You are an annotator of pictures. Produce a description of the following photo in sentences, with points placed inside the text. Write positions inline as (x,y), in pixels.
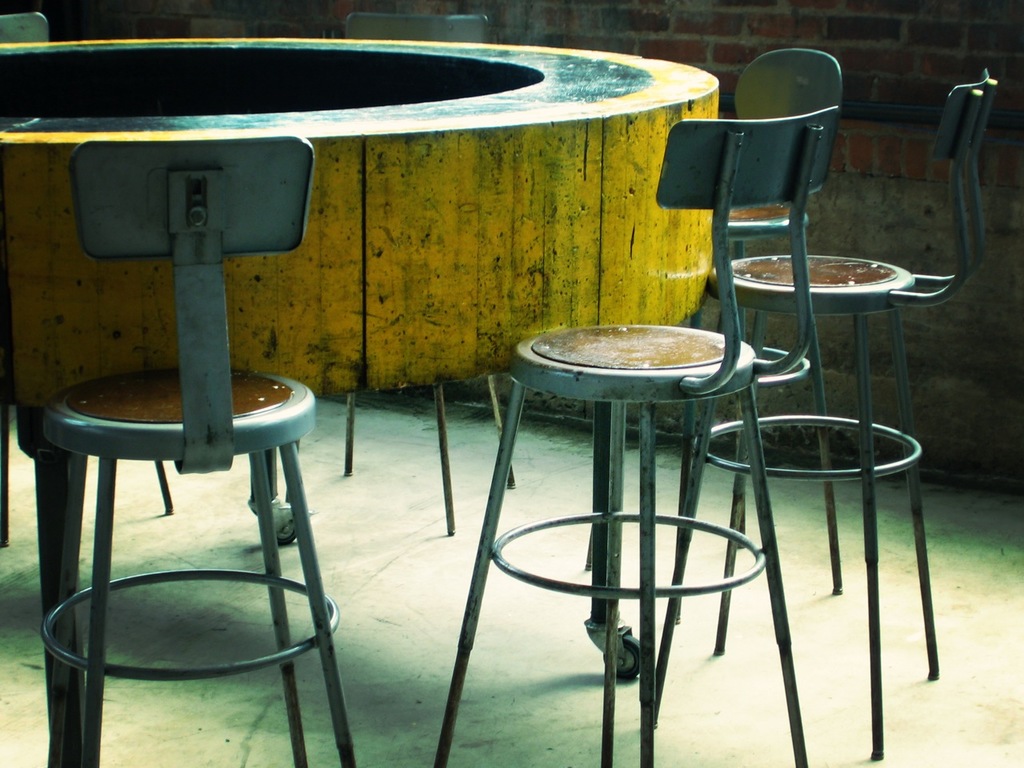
In this image we can see a wooden object (499,268) which is painted with yellow and black color. There are many chair (692,503) in the image.
